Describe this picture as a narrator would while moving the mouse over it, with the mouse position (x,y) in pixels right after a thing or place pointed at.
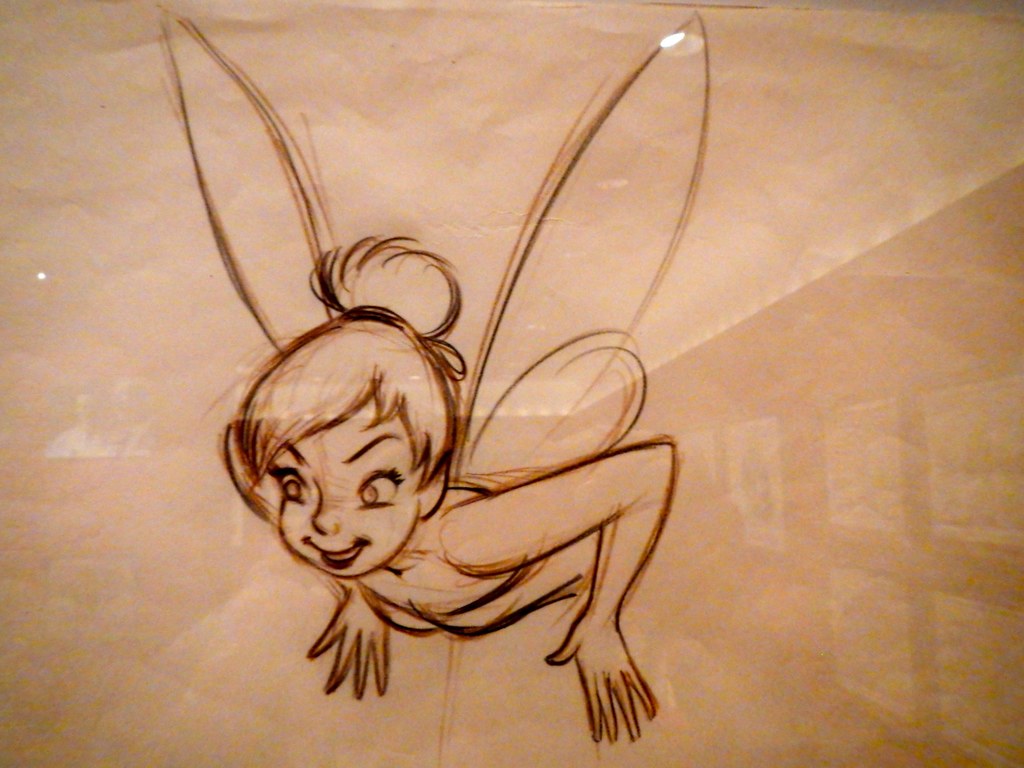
Here in this picture we can see a paper (621,106), on which we can see a drawing (309,403) of a girl (338,478) with wings (259,254) on her over there.
